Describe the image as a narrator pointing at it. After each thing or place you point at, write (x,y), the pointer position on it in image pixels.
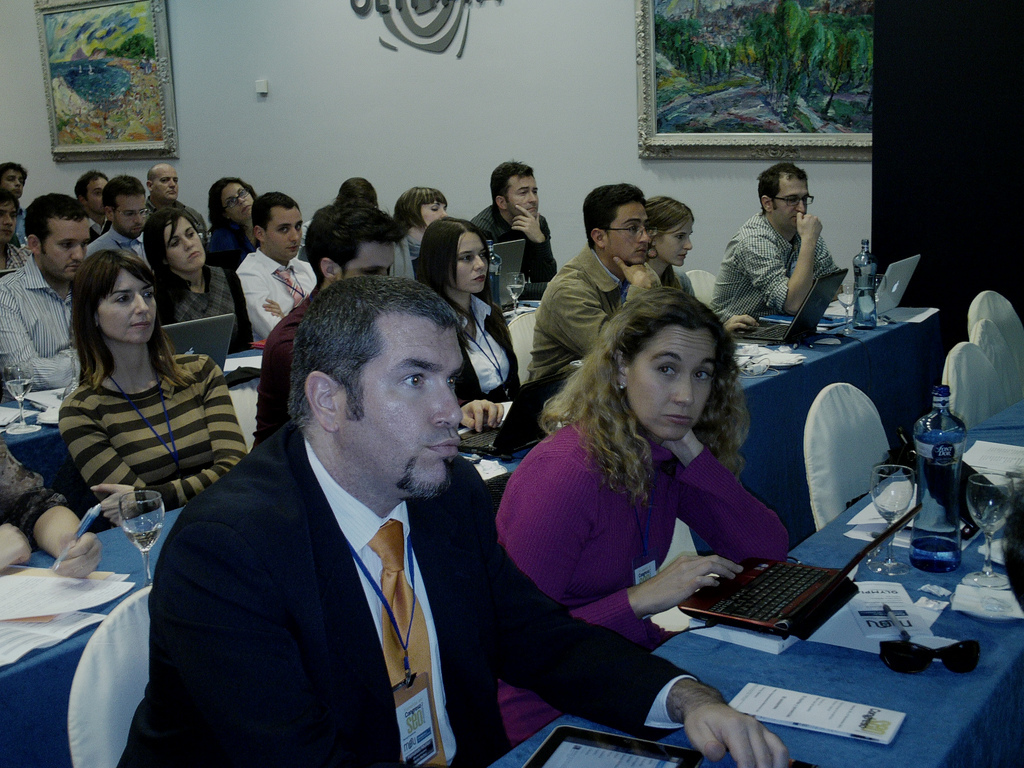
In this image I can see group of people (300,437) sitting. In front (835,588) I can see two laptops (785,637), few glasses (895,566), bottle (930,563) and few objects (876,587) on the table (876,587). In the background (833,50) I can see few frames (819,21) attached to the wall (511,118) and the wall (525,109) is in white color.
